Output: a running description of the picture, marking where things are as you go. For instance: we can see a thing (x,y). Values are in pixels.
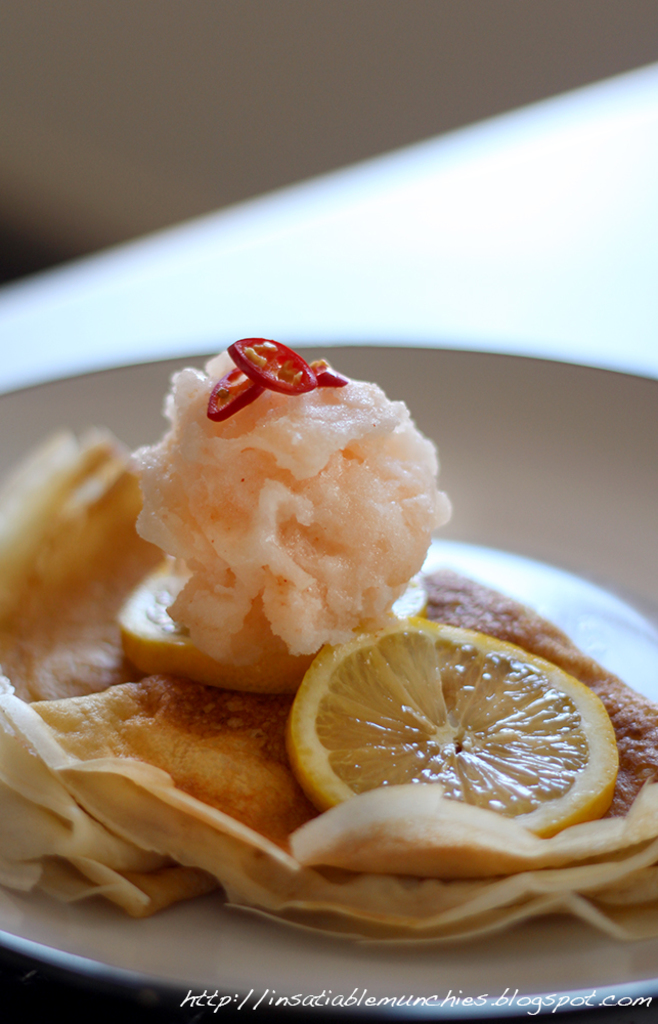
In this image, we can see some food (458,908) in the plate (40,406).
